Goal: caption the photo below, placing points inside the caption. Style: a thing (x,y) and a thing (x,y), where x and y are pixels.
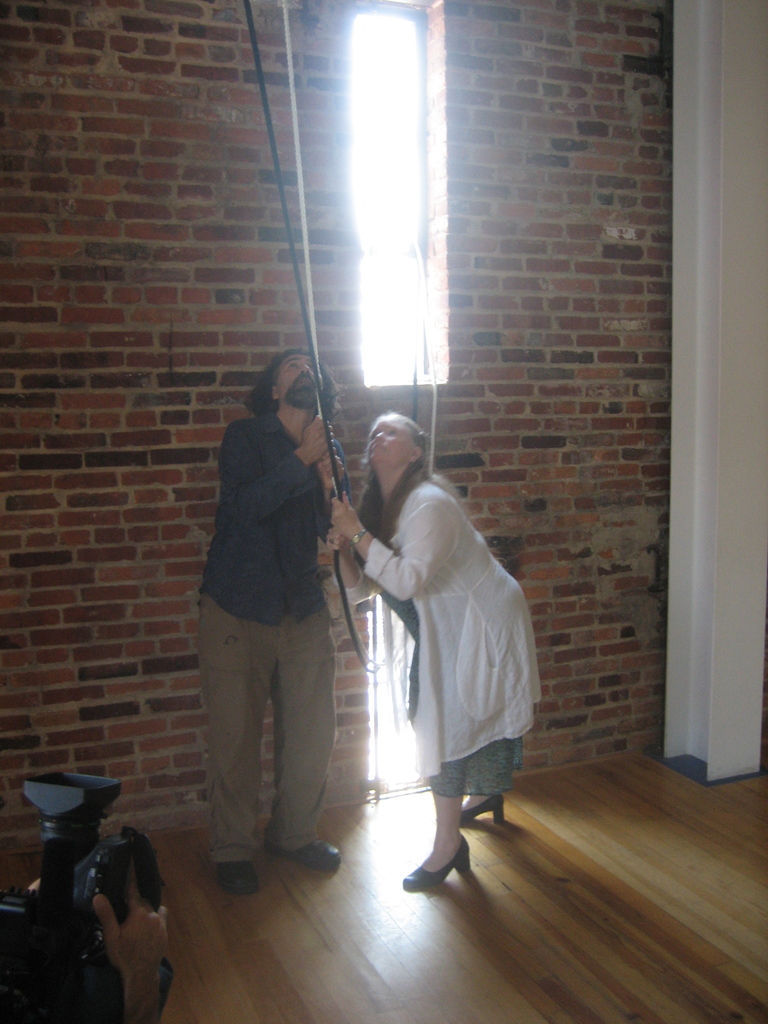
In the center of the image (364,514), we can see a man (281,489) and a lady (361,523) holding ropes (312,345) and in the background (176,225), there is a wall (194,114) and at the bottom (409,907), there is floor (567,902) and there is a person (140,944) holding a camera (92,900).
